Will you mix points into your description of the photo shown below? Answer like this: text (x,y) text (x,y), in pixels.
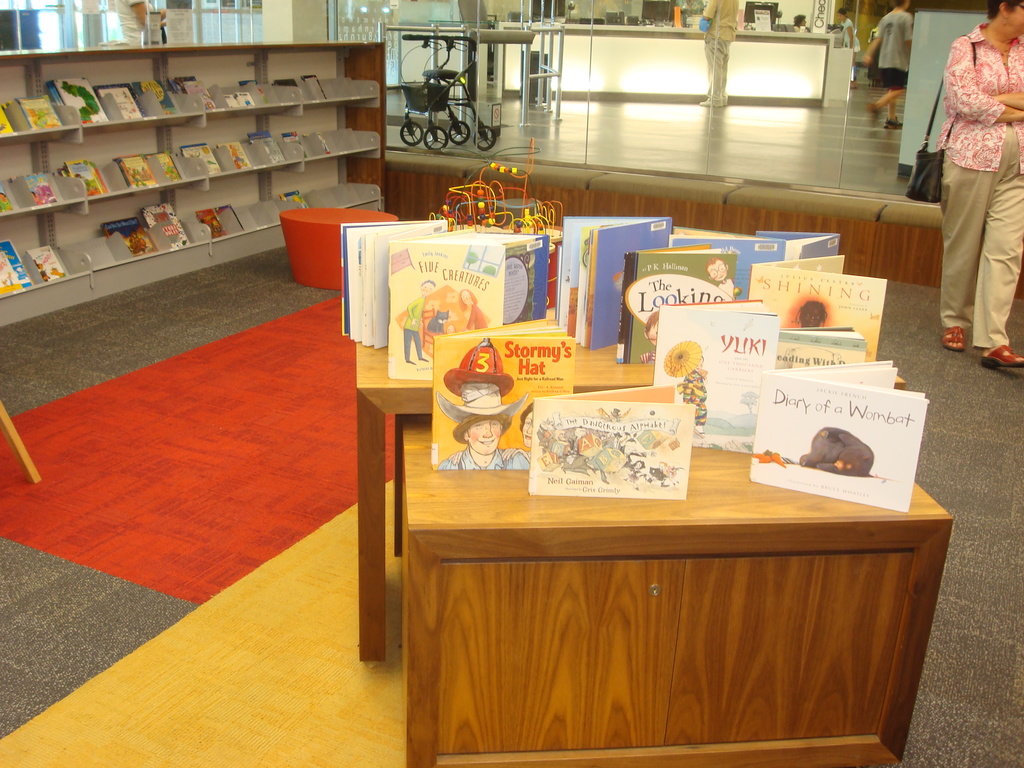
In this image i can see there are the tables (424,396) and on the tables (585,510) there are books (557,361) kept on that and right side (991,258) there is a woman (1000,245) wearing pink color shirt (959,144) and holding a hand bag (920,170) and left side (156,173) there is rack (161,133) and some books (140,89) kept on that and on the middle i can see a vehicle (415,107), on the middle corner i can see a tables (789,39), there are some persons (889,52) visible.
